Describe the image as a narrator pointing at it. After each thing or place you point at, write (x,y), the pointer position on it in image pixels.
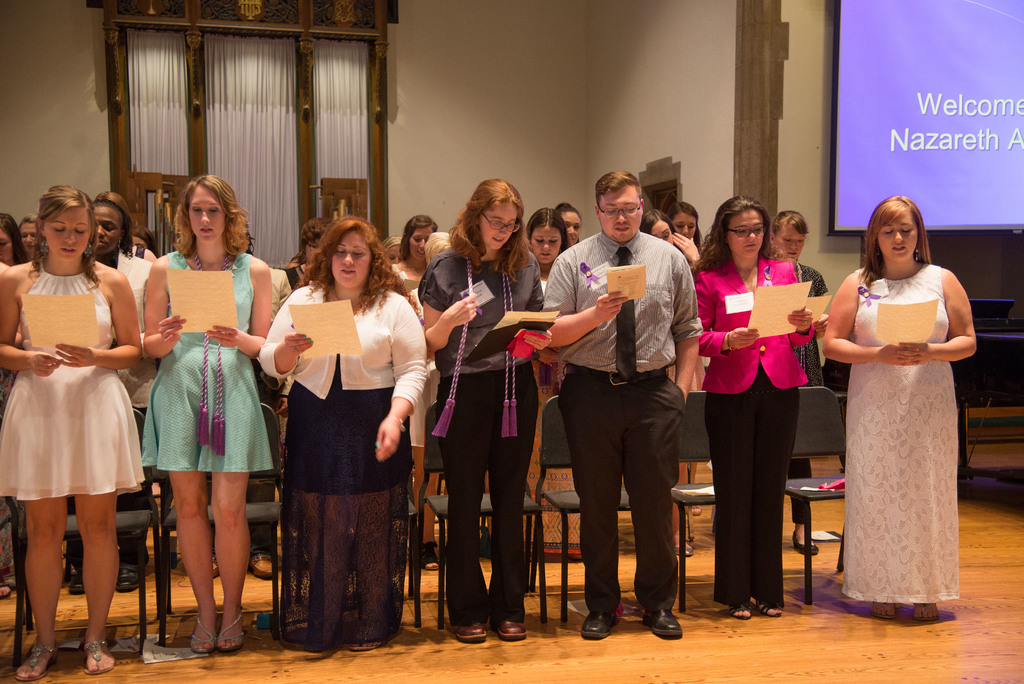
There are few people (310,443) standing on the floor (177,620) at the chairs (490,497) and they are holding papers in their hands (85,363). In the background (509,91) we can see wall (393,131), curtains (285,174), screen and other objects (380,130).
